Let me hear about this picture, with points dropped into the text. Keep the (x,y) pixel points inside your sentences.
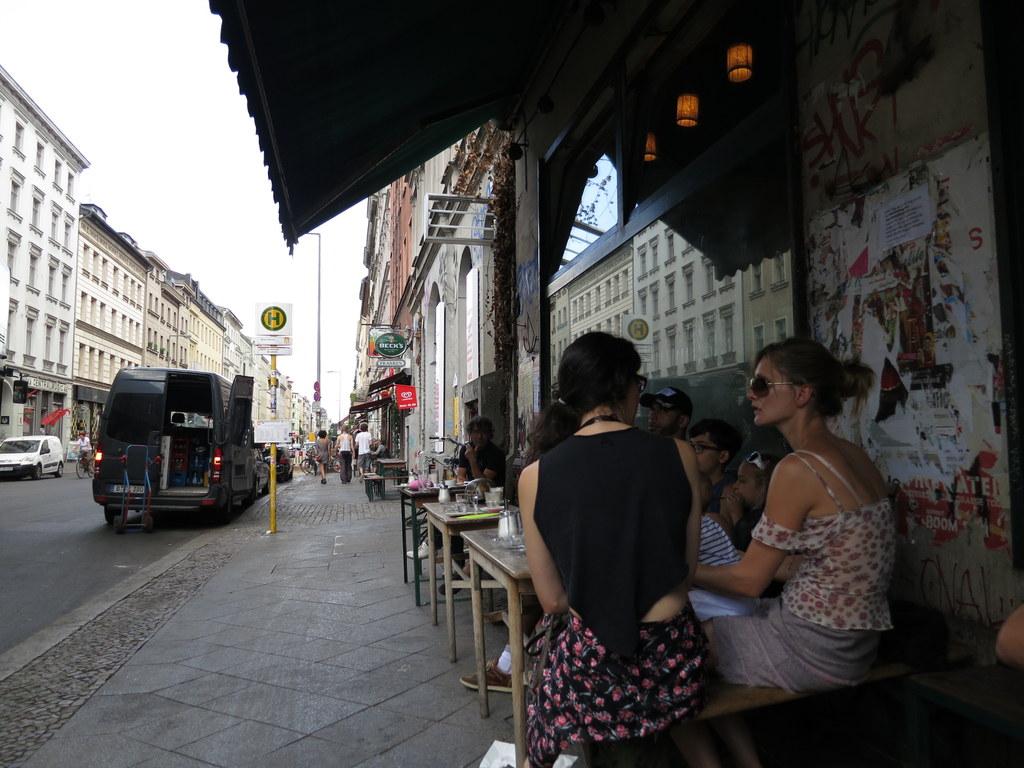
In this image I can see there are few persons (733,547) visible in front of the table (521,579), on the table (524,567) I can see glasses (436,486) and persons (790,439) sitting outside the building (845,233) and I can see a road (82,500), on the road (44,514) I can see persons (370,448) and vehicles (21,455) and buildings (241,336) and signboard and pole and at the top (186,80) I can see the sky (223,139).
